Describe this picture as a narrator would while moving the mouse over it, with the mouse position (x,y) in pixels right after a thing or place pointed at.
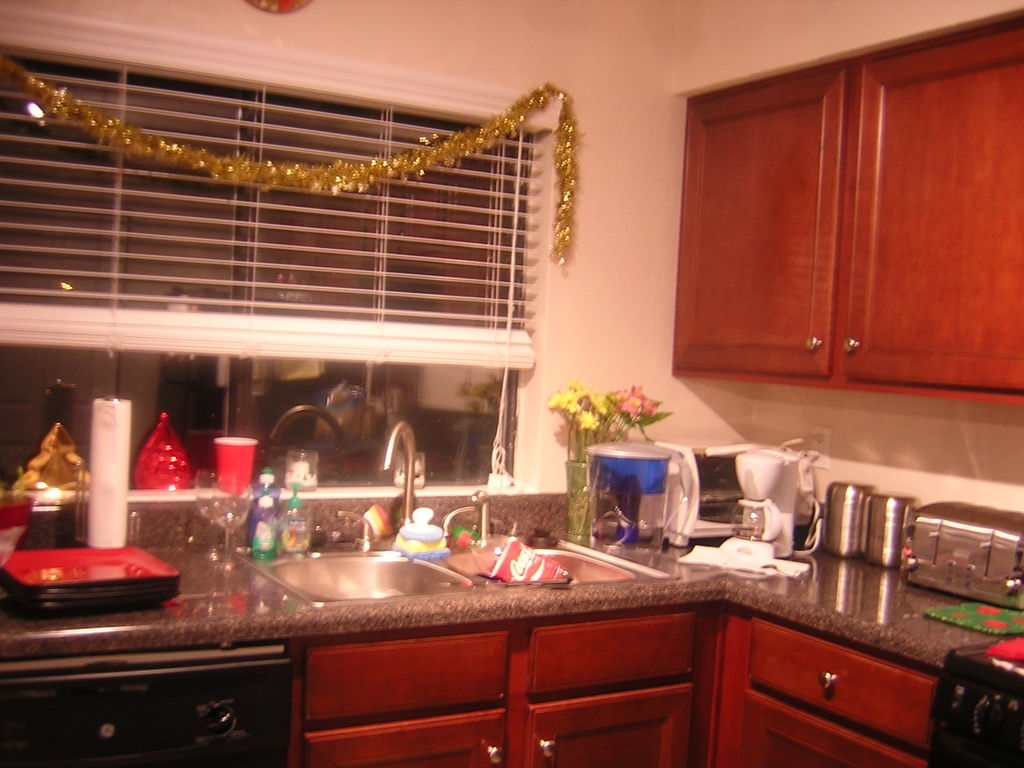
Here in this picture we can see a counter top (845,605), on which we can see plates (148,579), sink (364,578) with taps (367,538), glasses (205,499). cups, coffee machine (751,497), a flower vase (616,423) and bread toaster (923,564) all present on it over there and below it we can see drawers (477,691) and cup boards (492,721) present and above that on the wall (1002,413) also we can see cup boards (743,170) present and we can see a window (477,284) present over there.
